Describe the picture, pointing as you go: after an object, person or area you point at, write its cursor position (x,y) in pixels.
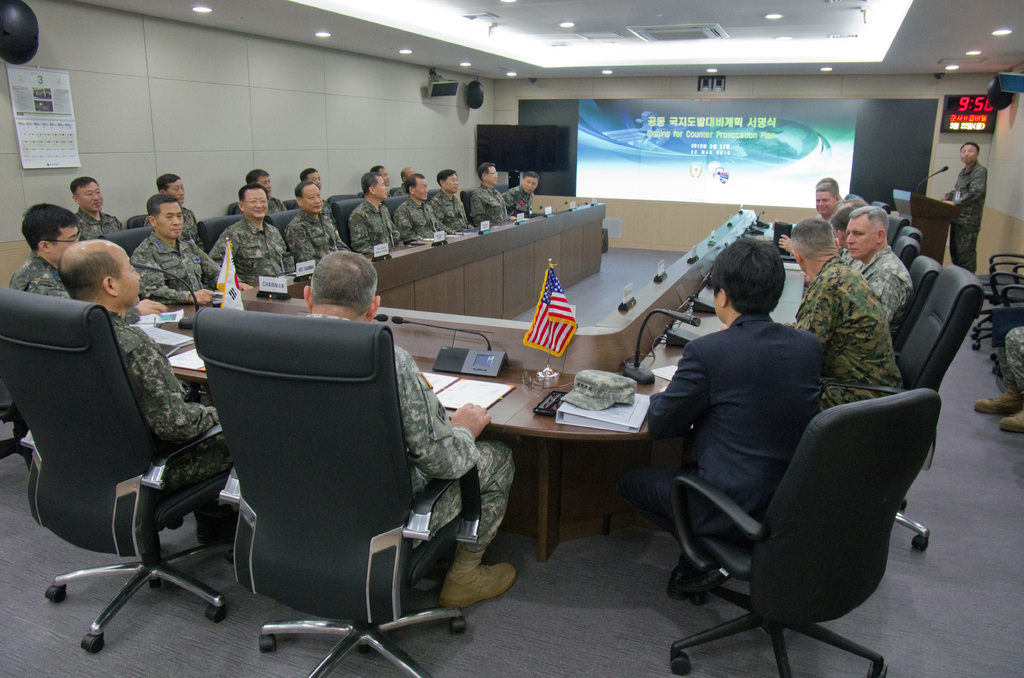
As we can see in the image there is a calendar (20,115), wall (281,123), screen (616,150), few people (859,247) sitting on chairs (362,500) and there is a table (539,421). On table (600,433) there is a cap (599,372), book (591,416), mic (488,358) and phone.
